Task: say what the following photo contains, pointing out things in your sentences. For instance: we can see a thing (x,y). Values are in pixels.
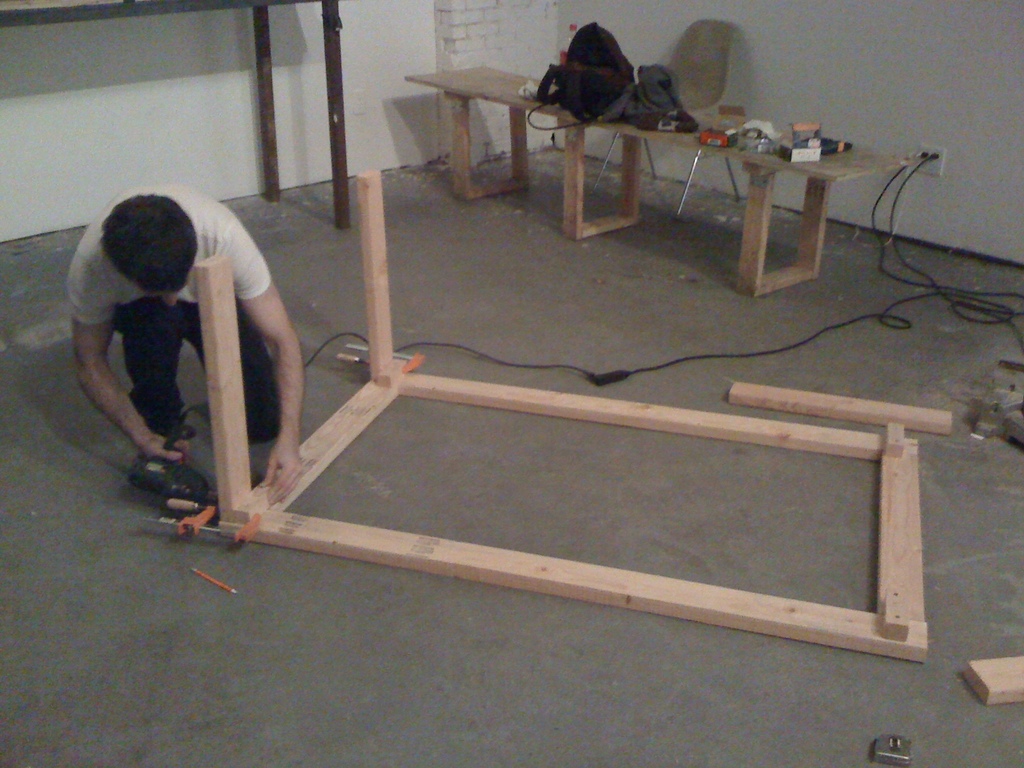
In this picture there is a man (137,354) doing a carpentering work, holding a drilling machine (163,481) in his hands (159,453). In the background (562,118) there is a table (574,134) on which some bags (587,93) and tools (766,146) were placed. We can observe a wall (852,79) here.
